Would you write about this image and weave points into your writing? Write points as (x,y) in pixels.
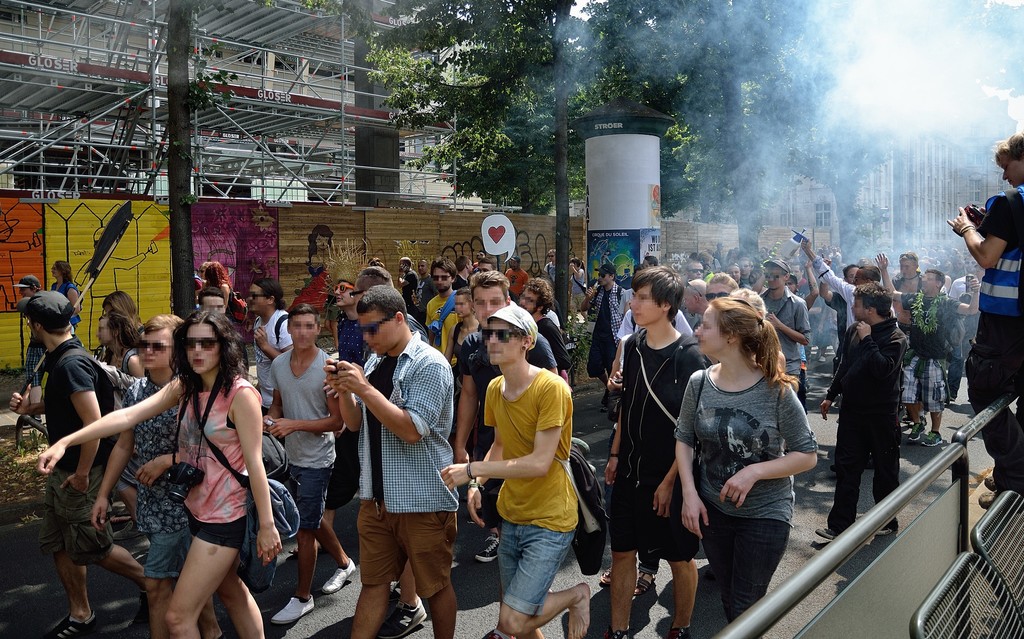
In this picture we can see a few people (704,463) on the path (699,630). We can see barricades (763,620) and a person (1015,451) is holding an object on the right side (999,456). We can see a few paintings (201,218) and posters (109,205) on the left side (229,216). There are a few trees (427,120) and buildings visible in the background (461,2).
